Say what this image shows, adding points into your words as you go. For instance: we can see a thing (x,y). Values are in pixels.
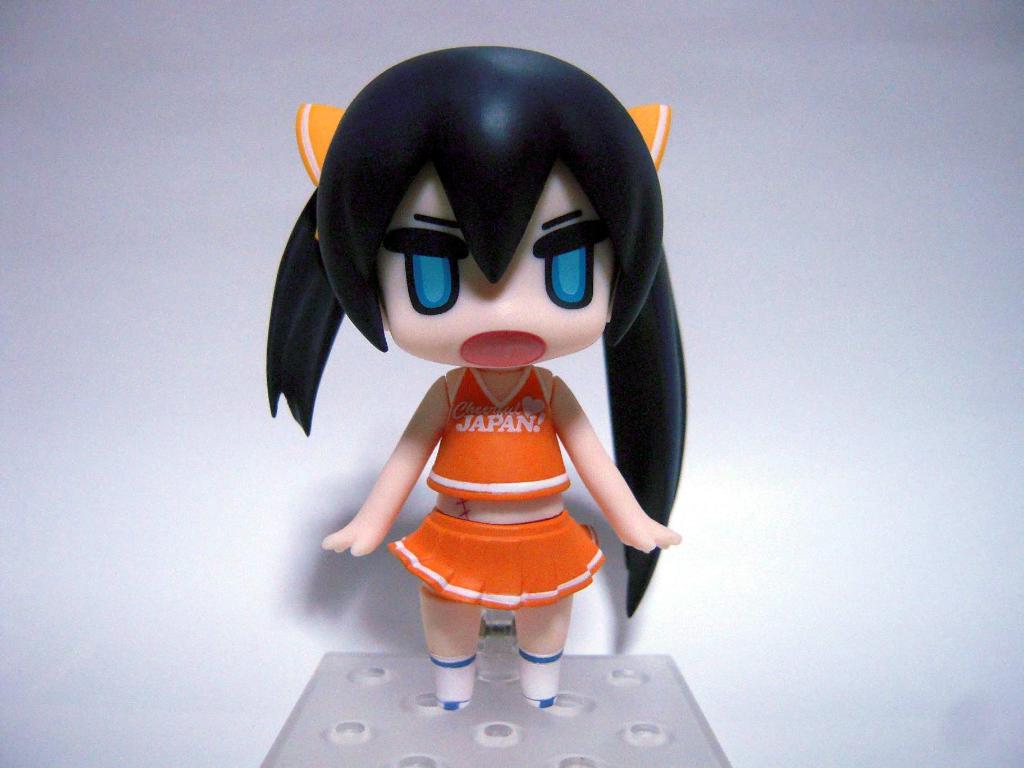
In this image we can see one toy (628,499) and there is a white color background (600,591).
